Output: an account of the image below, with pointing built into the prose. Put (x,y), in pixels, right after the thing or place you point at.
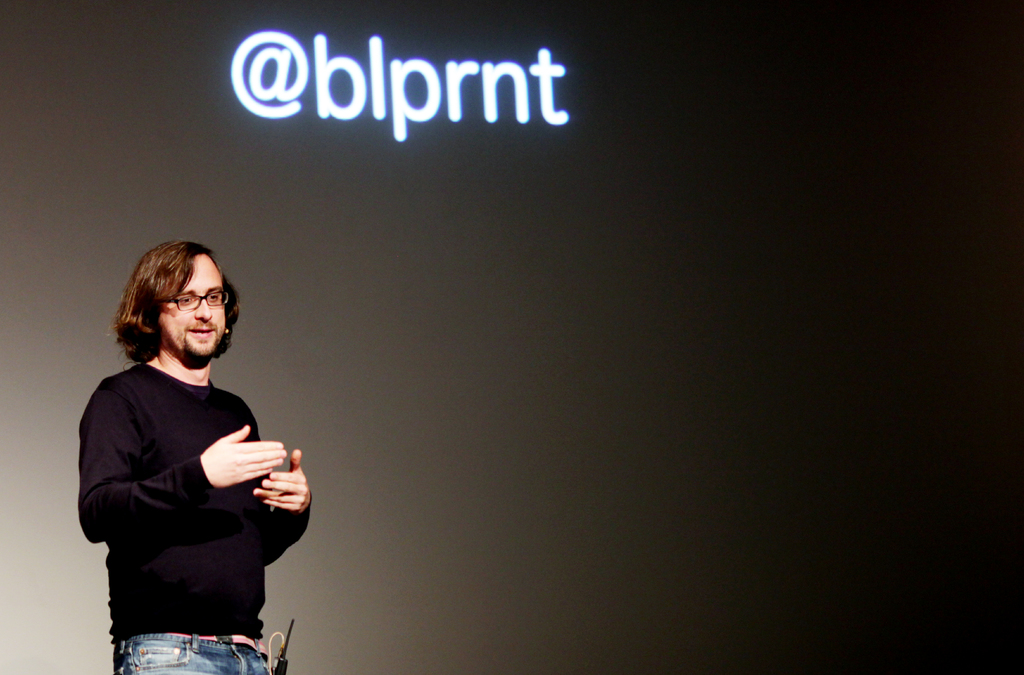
In the image there is a man (185,451), he giving a seminar, he is wearing a black shirt (204,430) and behind the man (208,434) there is a screen (438,186) and something is being displayed on the screen (427,308).
